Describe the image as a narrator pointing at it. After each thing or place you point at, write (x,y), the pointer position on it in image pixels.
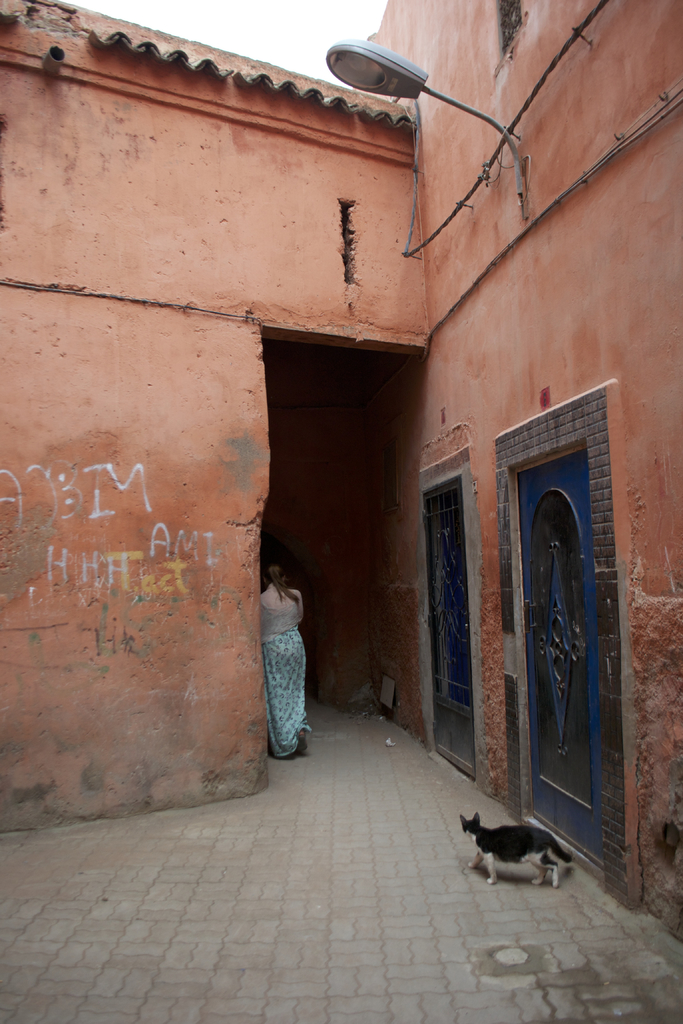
In this image there is one person (279,669) standing in middle of this image (290,669) and there is a house (376,383) as we can see in middle of this image (374,650). There is one cat (502,857) at bottom of this image (518,834). There is a bulb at top right corner of this image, and there are two doors (550,588) at right side of this image (530,594) and there is a sky (239,27) at top of this image (251,26).
